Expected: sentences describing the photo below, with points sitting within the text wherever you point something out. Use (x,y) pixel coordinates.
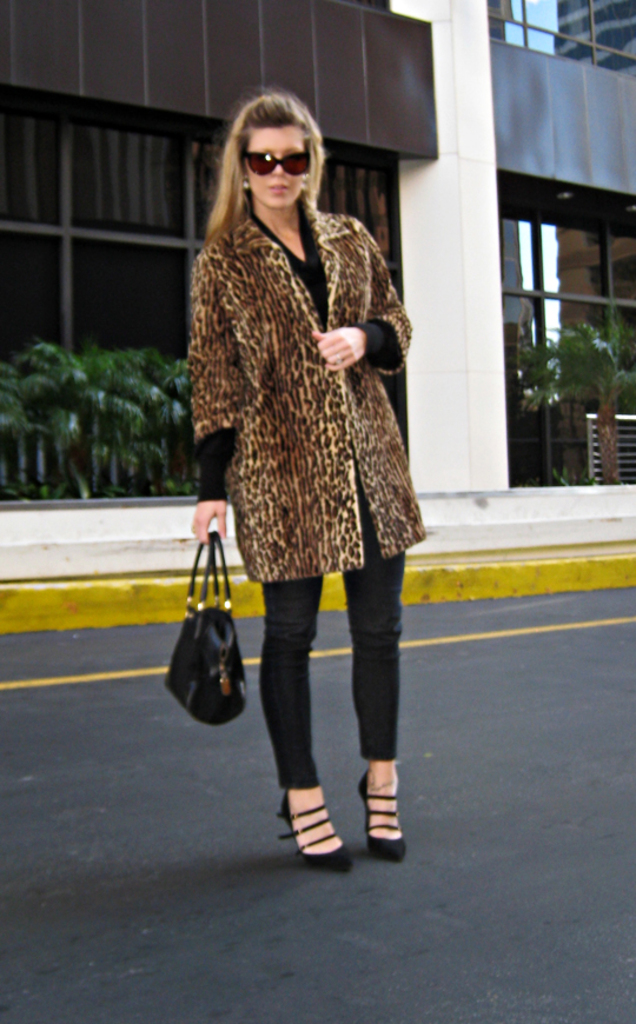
in this image there is a women (368,712) standing on the road (412,846), She is wearing a brown color coat (308,344) and holding a bag (212,617), In the background (199,62) there is a wall (422,106) which is in brown color.
